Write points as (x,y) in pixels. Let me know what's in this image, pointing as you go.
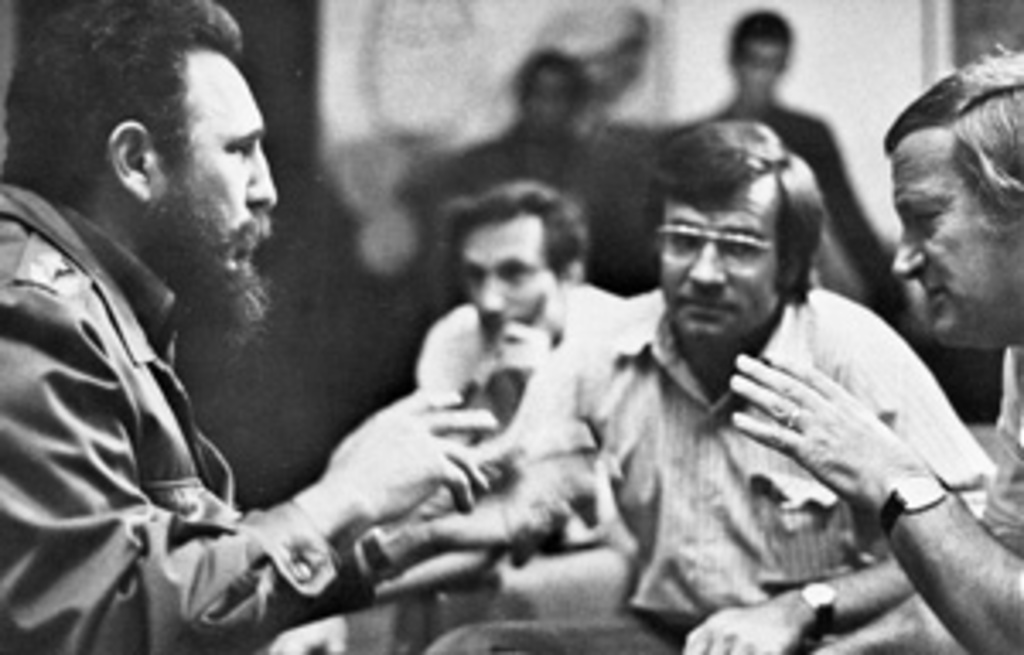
This image is black and white. In this picture we can see some persons (594,330) are there. In the background (737,63) the image is blur.
